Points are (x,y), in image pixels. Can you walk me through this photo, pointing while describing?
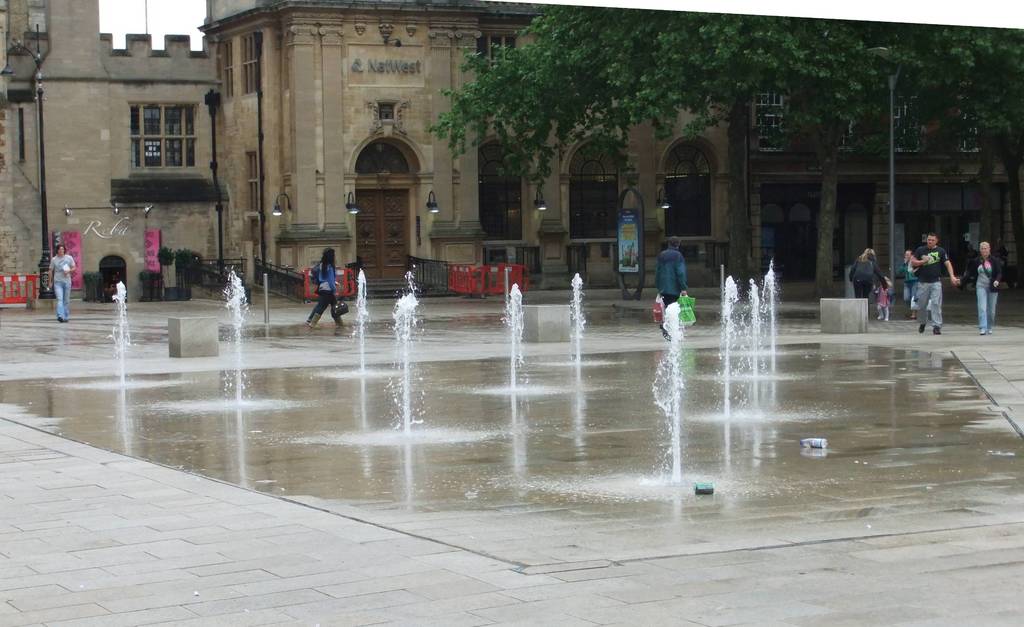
In this image we can see some persons (858,284) walking on the ground (437,357) there are some buildings (407,258), trees (857,39) at the background of the image (267,143) and at the foreground of the image (503,358) there is water fountain (514,294).
